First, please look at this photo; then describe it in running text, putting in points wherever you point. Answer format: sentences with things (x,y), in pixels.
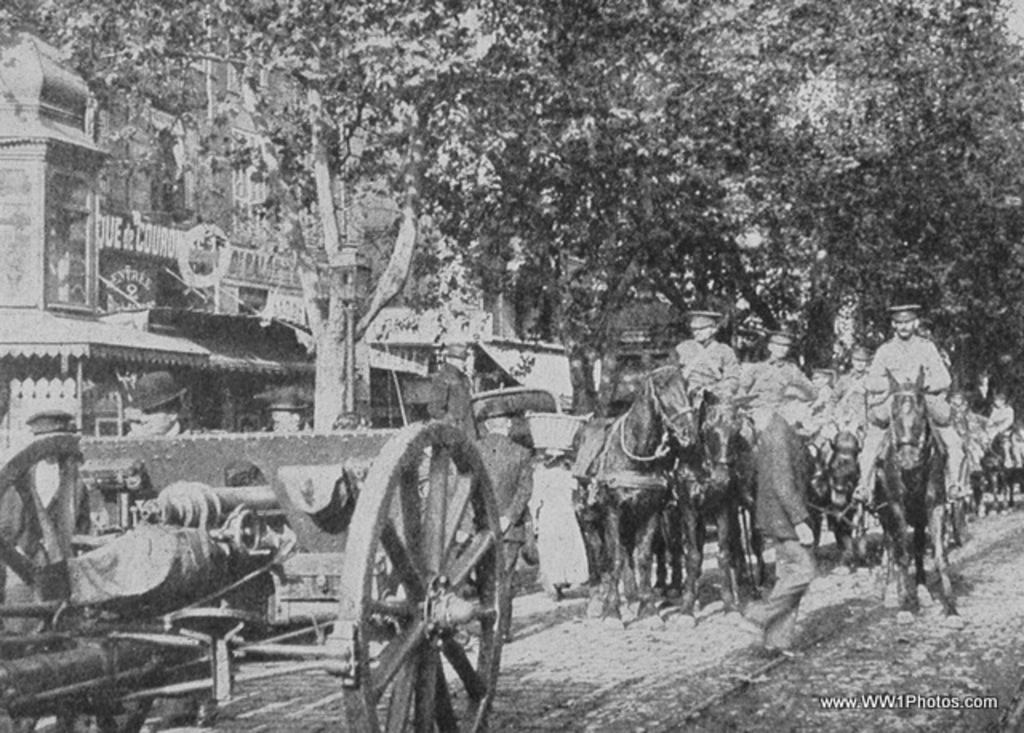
This is a black and white image. There are people (876,411) riding on horses (703,406). There are trees (328,78). There is a cart (84,450). There is a building (266,243).
